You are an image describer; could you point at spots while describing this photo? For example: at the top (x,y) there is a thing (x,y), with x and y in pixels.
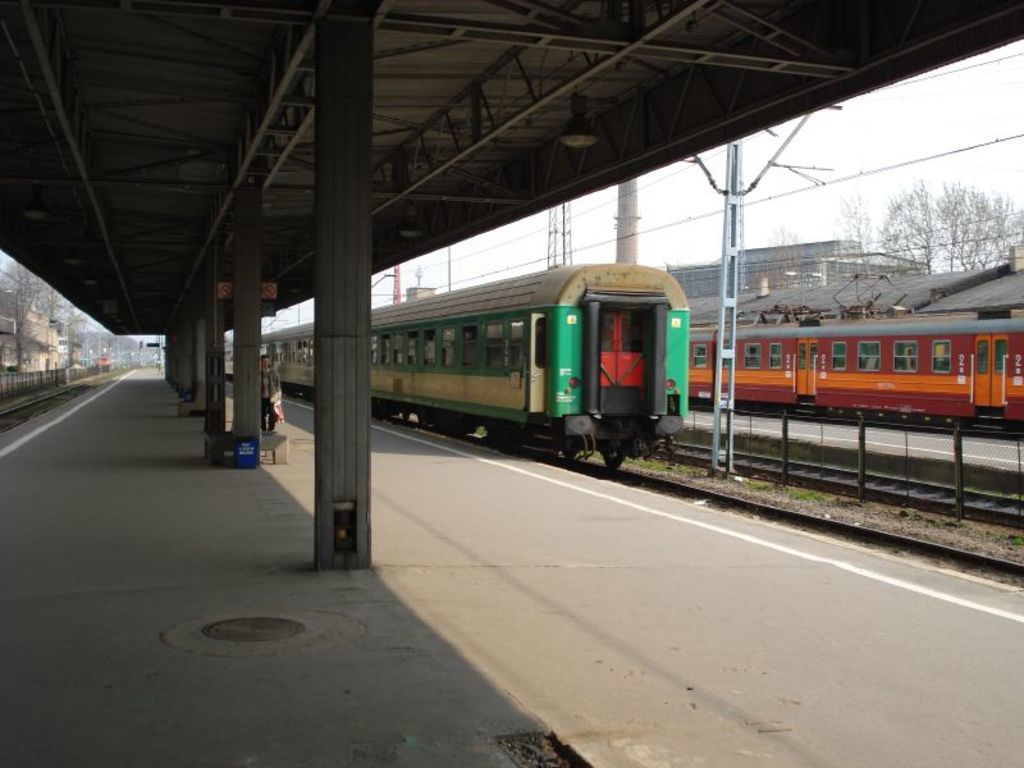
In this image we can see the railway tracks (812,473), trains (737,384). And we can see the roof (295,88) with metal frames (441,25), pillars (326,315). And we can see the metal fencing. And we can see the trees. And we can see the sky (891,133), floor (274,491).
